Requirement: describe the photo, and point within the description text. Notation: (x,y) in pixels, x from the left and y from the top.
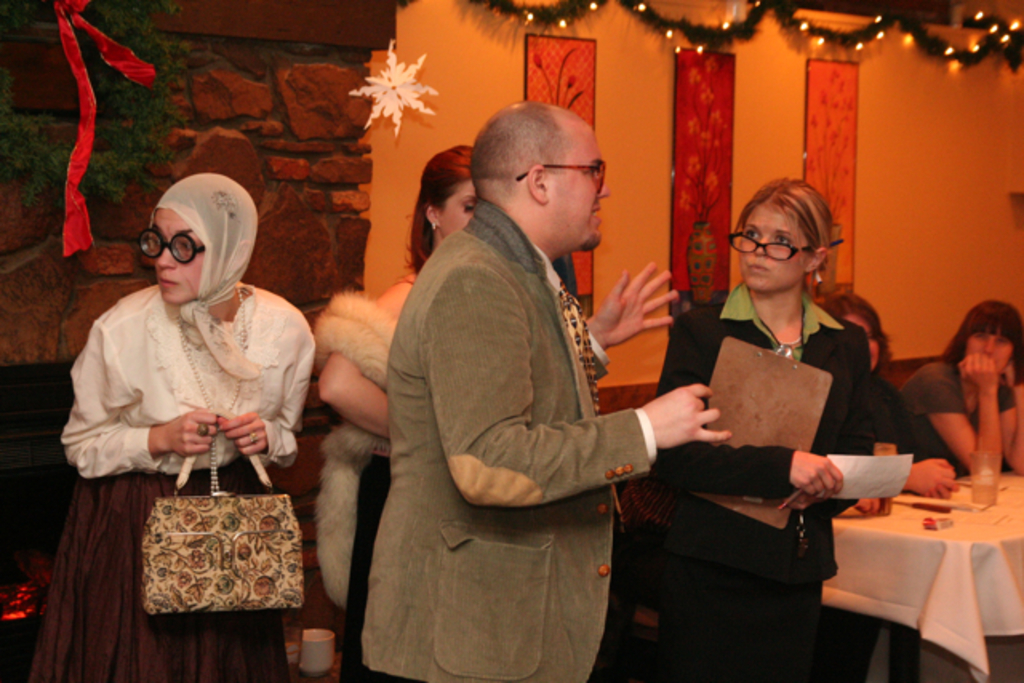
In this image, we can see four people (505,408) standing. Two women (745,480) are holding some objects (774,444). In the middle of the image (553,385), a man (498,462) in a suit (488,478). On the right side of the image (885,412), we can see people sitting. In-front of them, there is a table (943,545) covered with cloth (968,573). On top of that there are few objects (926,521). In the background (625,218), we can see the wall (619,271), decorative objects (58,176) and show pieces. In the bottom left corner (30,567), there is a fireplace (22,592).
